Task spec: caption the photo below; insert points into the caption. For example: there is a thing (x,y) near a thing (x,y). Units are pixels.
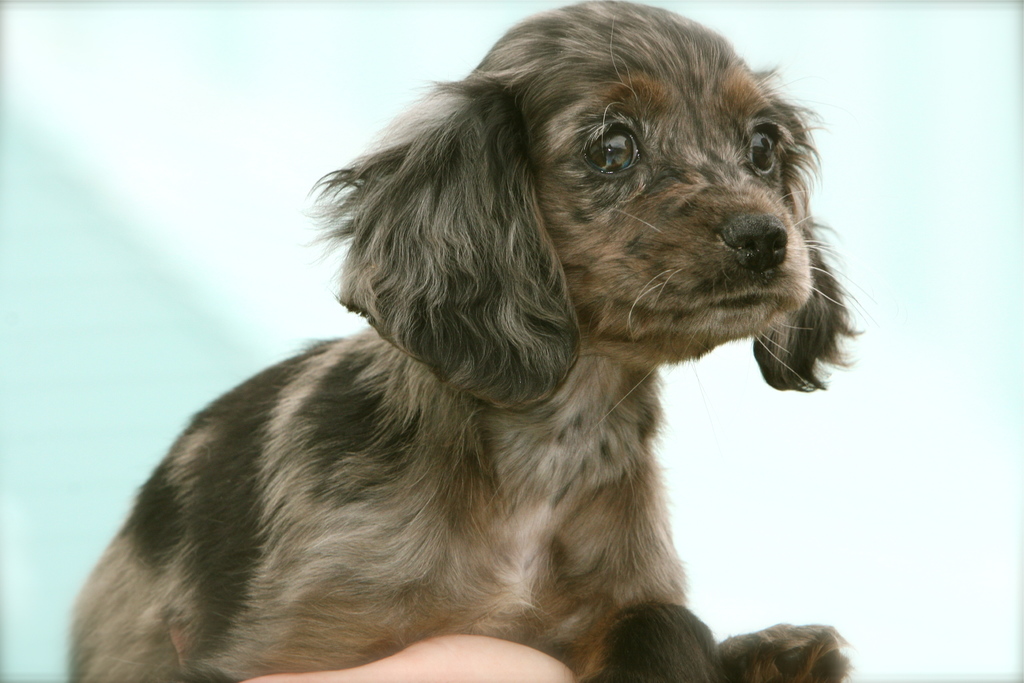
In the center of the image (506,292) a puppy (579,168) is there. At the bottom of the image (484,677) we can see a person finger (504,674). In the background of the image (962,54) a wall (197,178) is there.
